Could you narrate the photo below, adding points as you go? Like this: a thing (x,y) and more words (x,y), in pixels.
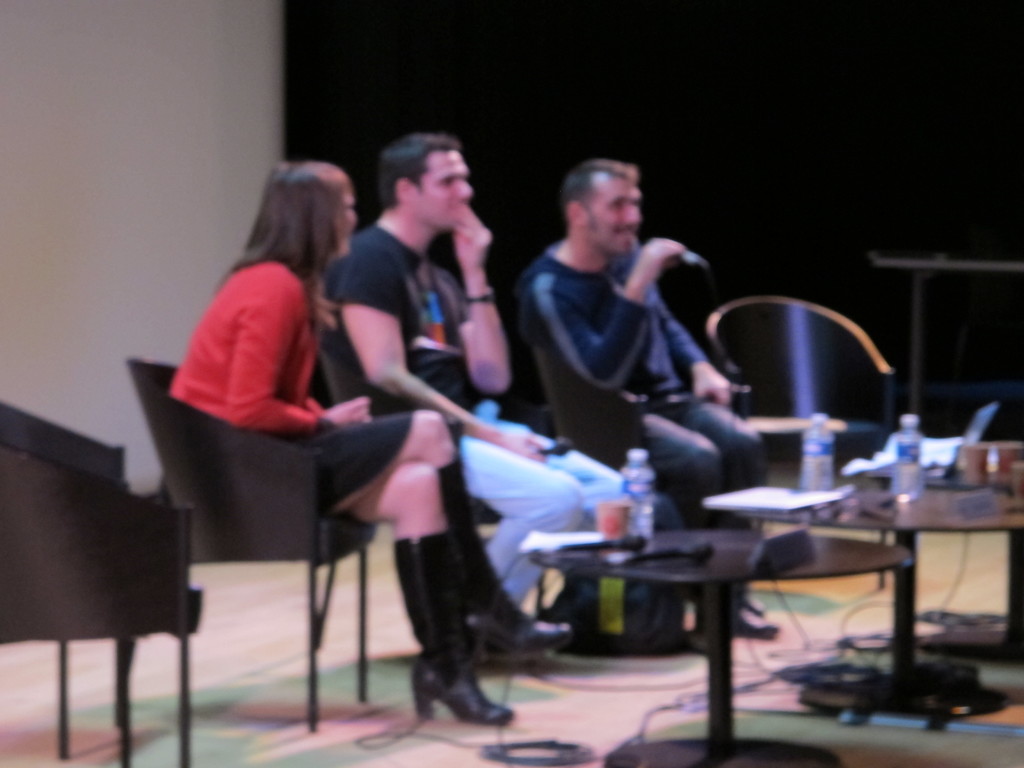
In this image I see 2 men (385,324) and a woman (246,268) sitting on the chairs (352,537), I also see a chair (86,450) on the either side. In front (535,537) there is a table (1014,518) and lot of things (617,528) on it.
